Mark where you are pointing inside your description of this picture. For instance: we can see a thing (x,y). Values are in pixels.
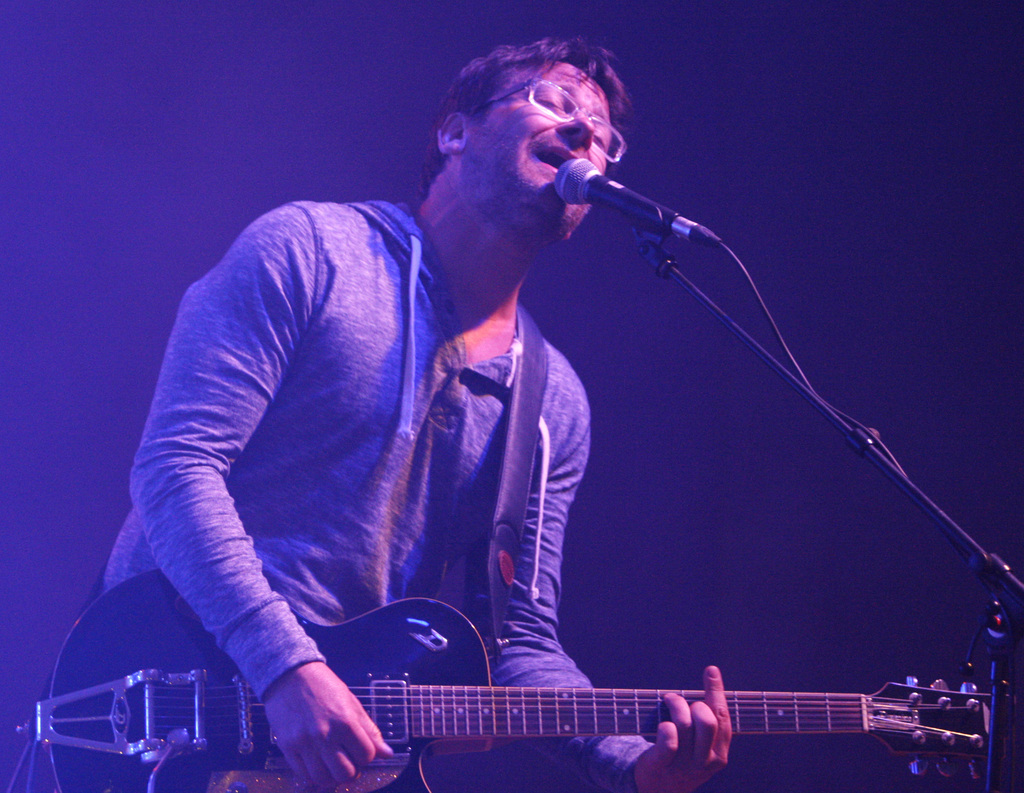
In this image I can see a man (320,415) and I can see he is holding a guitar (244,782). I can also see he is wearing specs (606,126) and here I can see a mic (566,181).
